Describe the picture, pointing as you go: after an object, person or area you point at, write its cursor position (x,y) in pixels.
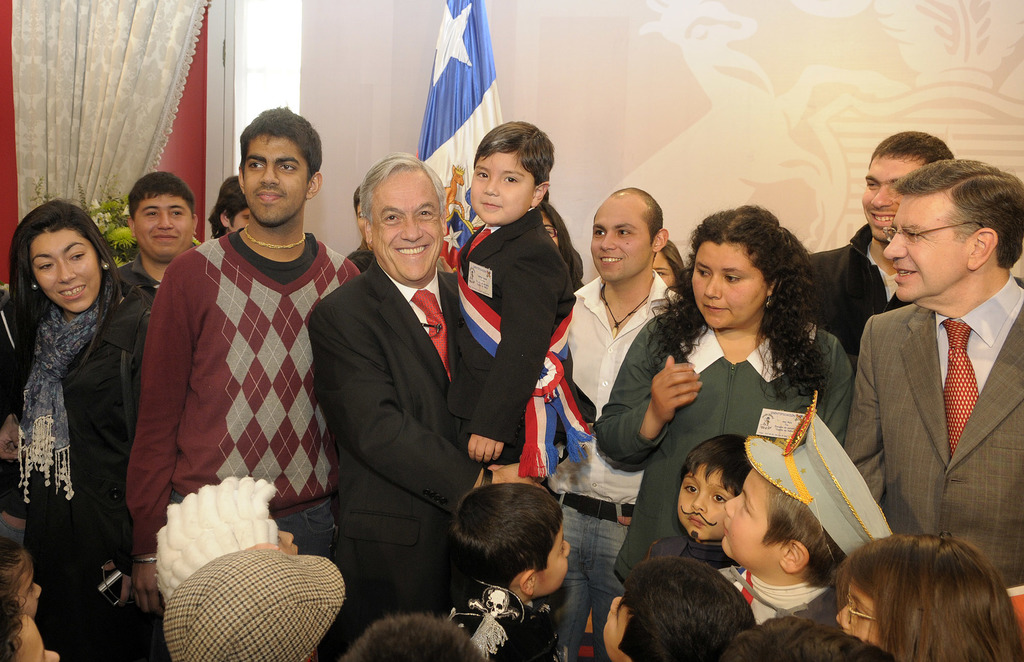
Here we can see group of people (612,421). In the background (512,83) we can see a flag (463,164), curtain (74,154), plant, and wall (675,160).
